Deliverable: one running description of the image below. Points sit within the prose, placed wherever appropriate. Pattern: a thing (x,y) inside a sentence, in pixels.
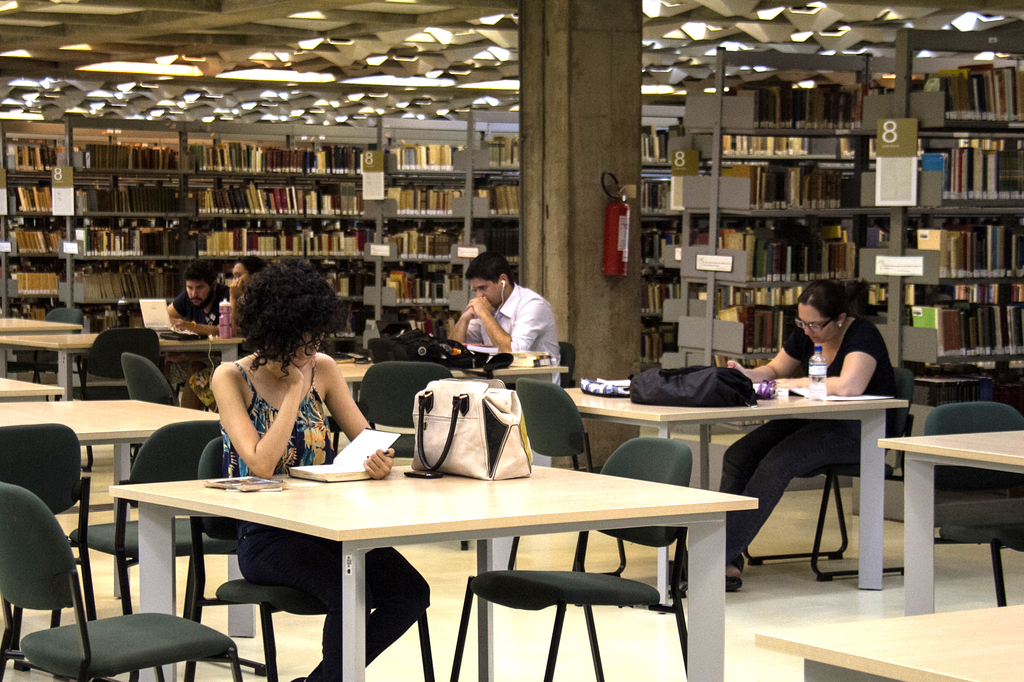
In this image we can see a library (837,275). There are a few people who are sitting on a chair (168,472) and they are reading a book (376,445).
